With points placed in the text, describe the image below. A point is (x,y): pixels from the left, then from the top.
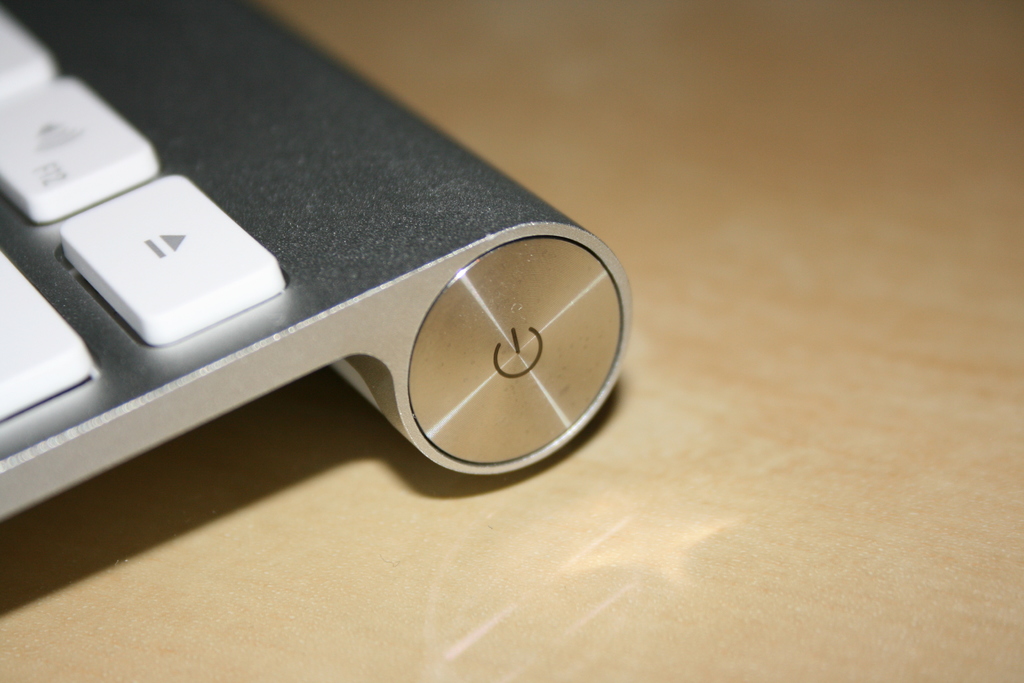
As we can see in the image there is a table (773,316). On table (713,299) there is keyboard (264,187).
